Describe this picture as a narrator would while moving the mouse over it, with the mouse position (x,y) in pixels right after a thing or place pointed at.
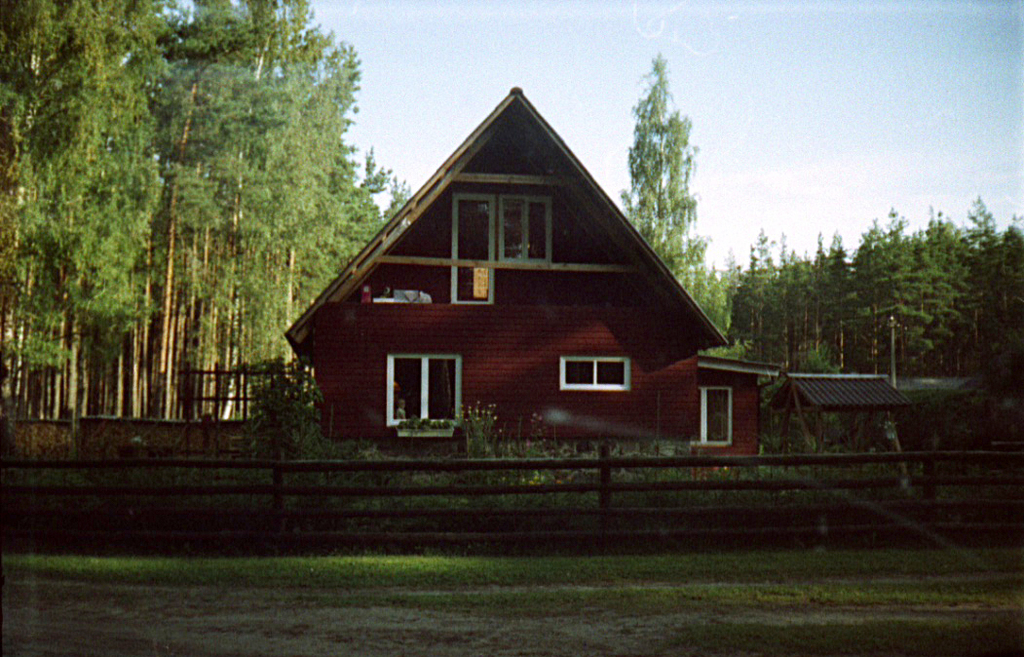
In this image I can see a house (458,321) in the centre (450,413) and in the front of it I can see number of plants (518,439). In the background (341,192) I can see number of trees (66,212) and the sky (694,75). I can also see grass (222,555) on the bottom side of this image (542,572).
